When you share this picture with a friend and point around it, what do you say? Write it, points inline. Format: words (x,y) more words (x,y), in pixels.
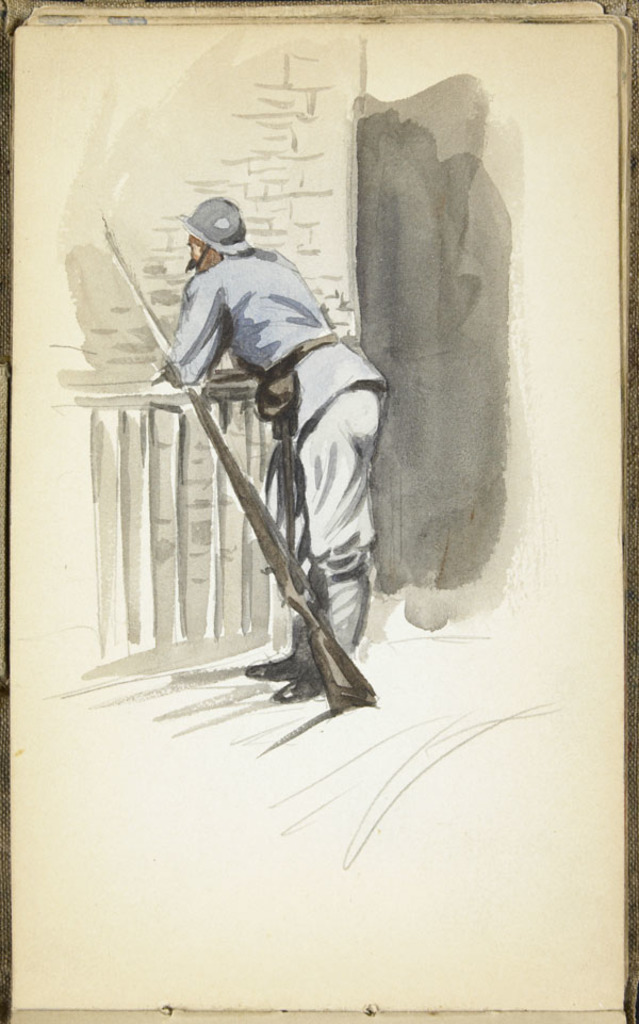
In this image, we can see the painting (264,377) of a person (249,348) who is resting his hands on a fencing (224,401) and there is a gun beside the person (288,677) and the person (239,291) is wearing some clothes (200,353) and shoes (311,683).
